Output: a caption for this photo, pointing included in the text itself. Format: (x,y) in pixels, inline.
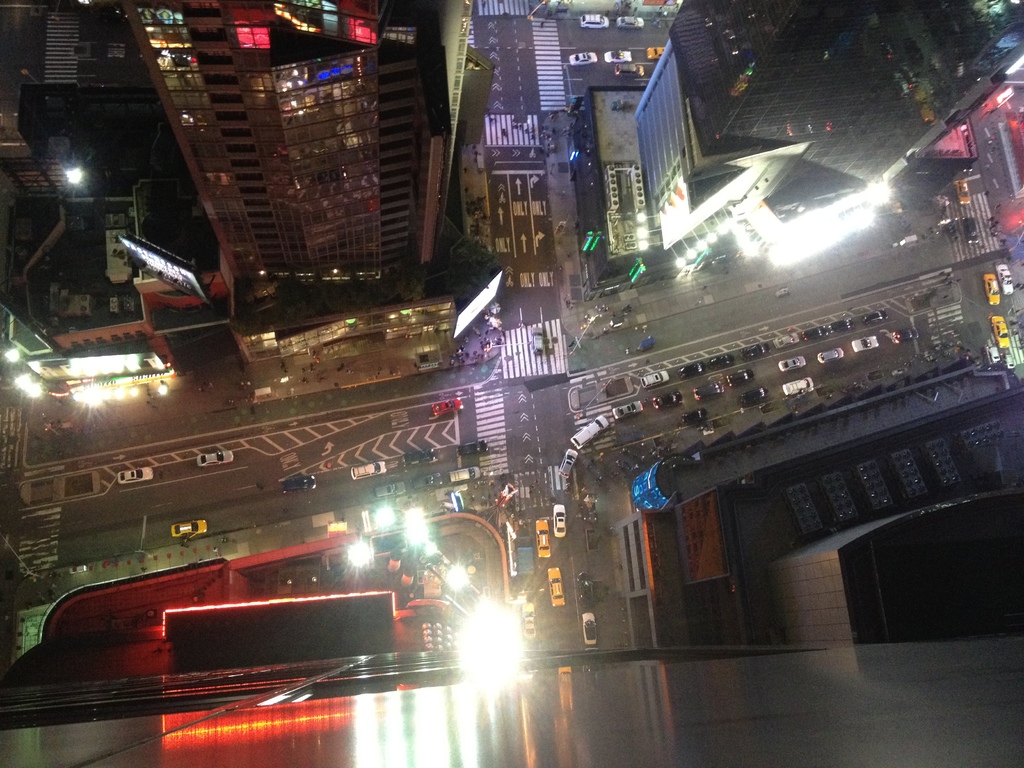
In this picture we can see the skyscrapers (449,96), lights (865,198), boards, vehicles (582,437), zebra crossings (563,100) on the road (607,376). This picture is taken during a night time.
